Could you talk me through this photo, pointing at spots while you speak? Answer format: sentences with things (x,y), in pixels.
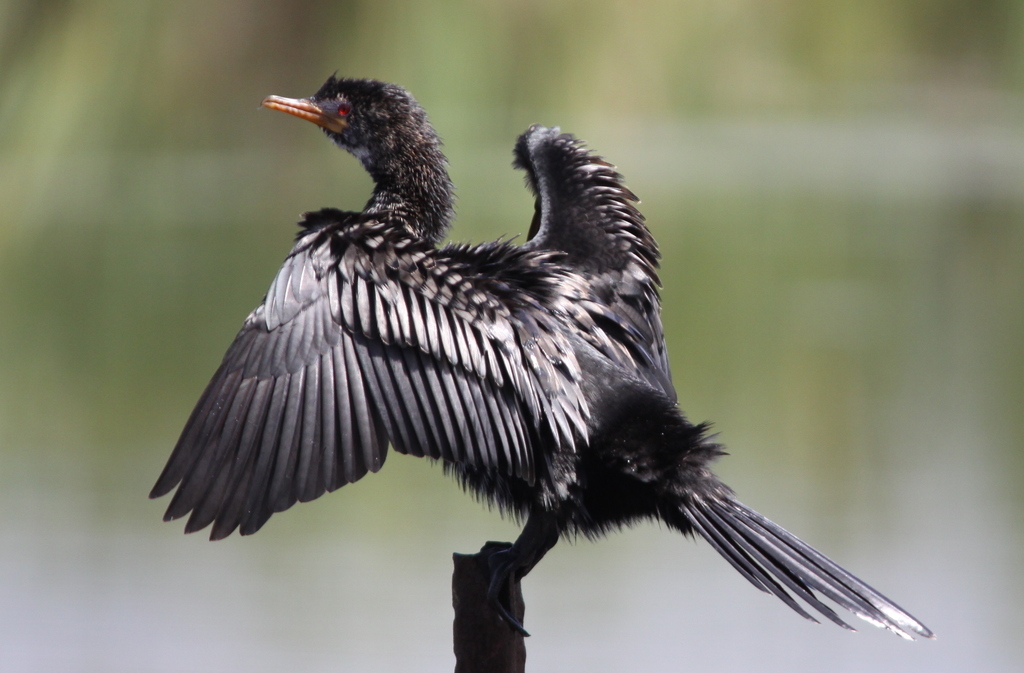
This picture contains a bird (588,267) which is in black color. It has a beak (294,113) in orange color. In the background (205,574), it is green in color and it is blurred.
